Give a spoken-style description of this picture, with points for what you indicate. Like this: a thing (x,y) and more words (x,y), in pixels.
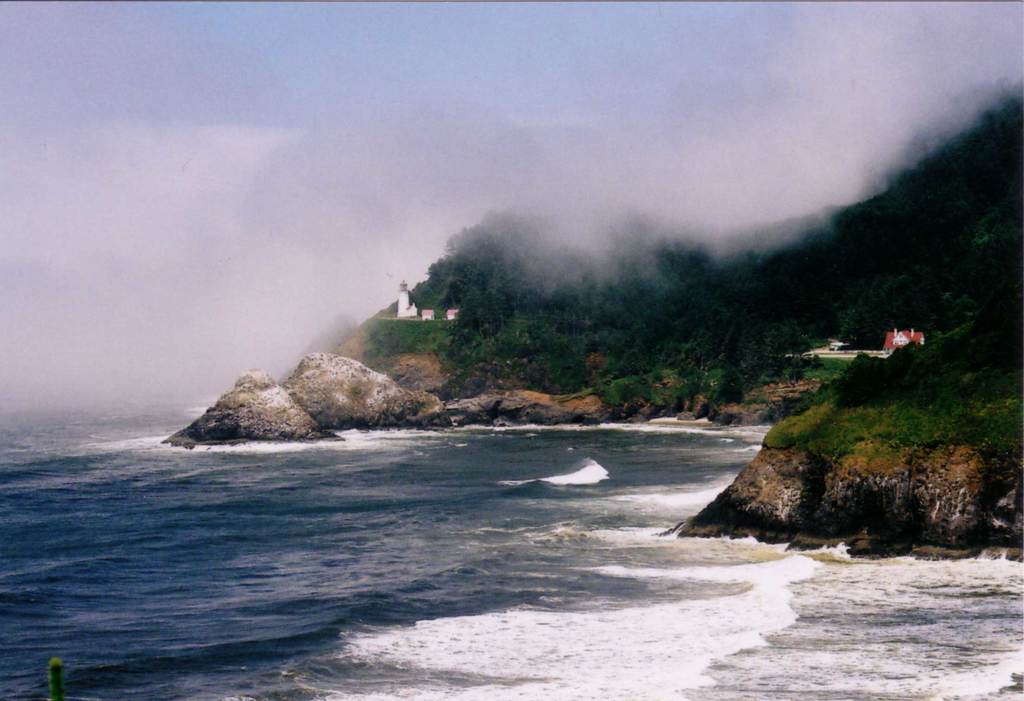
In this image we can see trees (903,232) on the mountain (976,362) and there is a sea (184,629) at the bottom of the image (439,593). The sky (348,66) is covered with clouds (200,235).
